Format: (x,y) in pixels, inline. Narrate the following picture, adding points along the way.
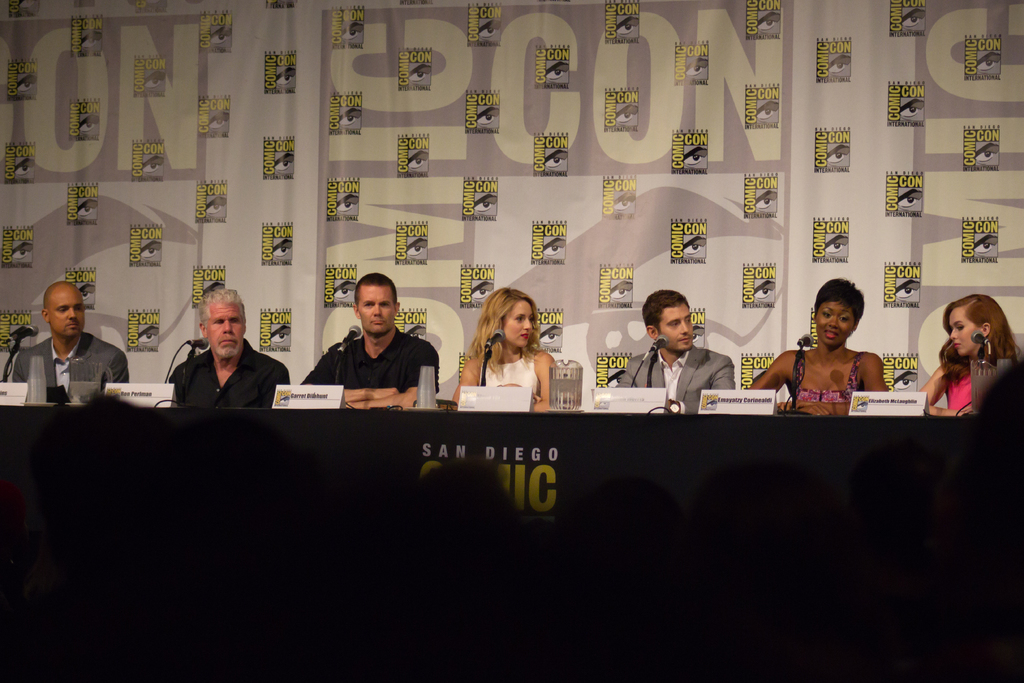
In this image I can see a table (943,415), on the table (943,415) I can see mics (189,359) and glasses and behind the table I can see persons (421,339), at the top (34,95) I can see colorful design banner (354,186) at the bottom (349,508) I can see dark view.
